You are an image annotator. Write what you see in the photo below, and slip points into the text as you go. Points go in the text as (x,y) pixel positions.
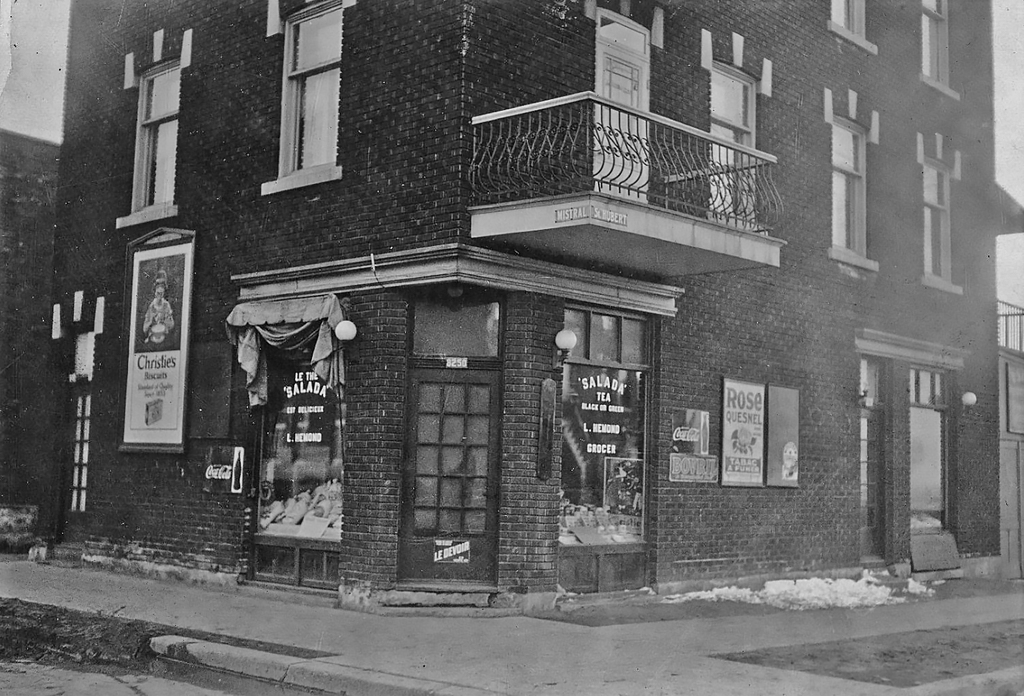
This is a black and white image. I can see a building (300,100) with the windows (310,74) and doors (418,452). These are the frames (761,417), which are attached to the building wall (230,228). This looks like an iron grill (561,162). I think these are the lamps (966,400), which are attached to the building wall (983,401).
